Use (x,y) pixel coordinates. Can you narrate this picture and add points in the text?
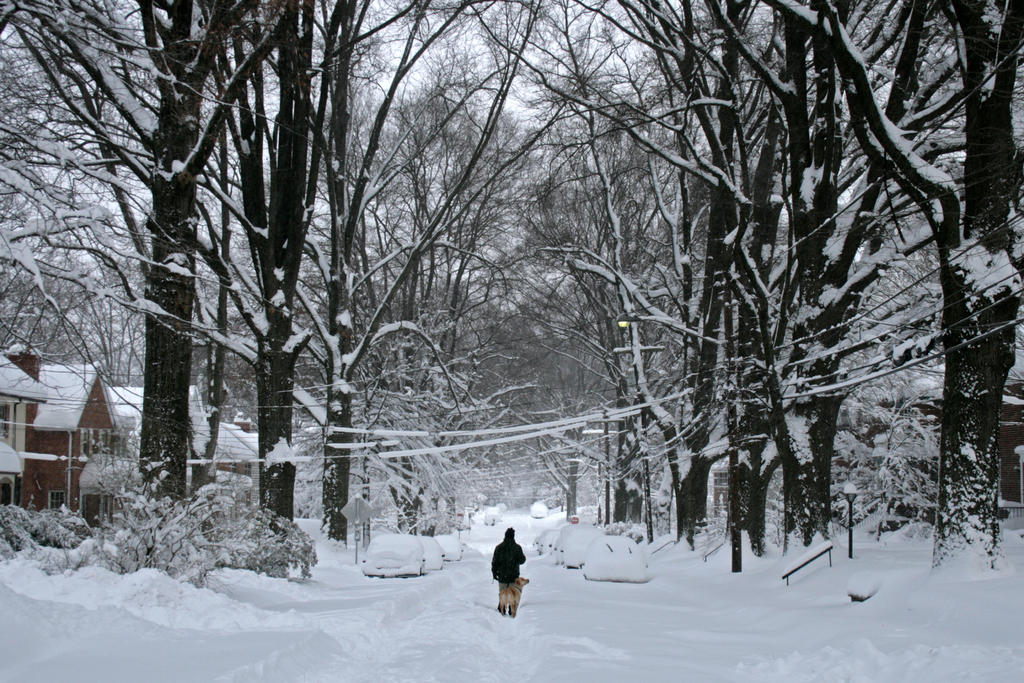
In this picture we can see trees (376,132), houses (67,430), sign Board (353,511), cars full of snow (607,571) and a person (497,574) walking in the snow (459,649) along with him a dog (517,590) is there.
